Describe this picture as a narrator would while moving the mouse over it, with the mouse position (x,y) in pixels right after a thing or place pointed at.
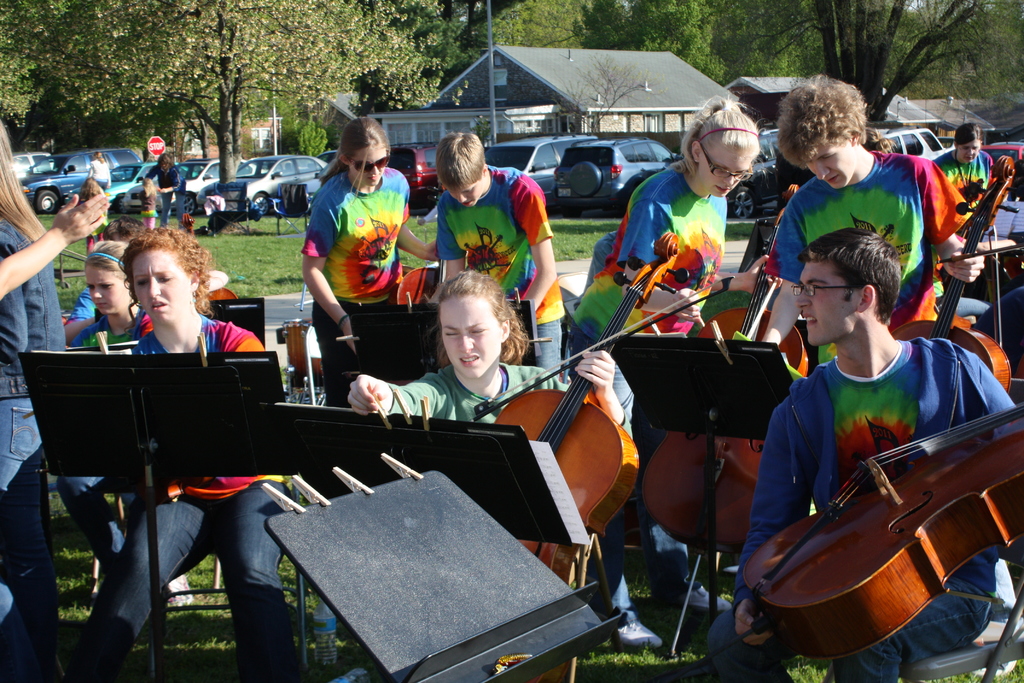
Bottom of the image (250,682) few people (711,164) are sitting and standing and holding some musical instruments (1006,483). Behind them there is a grass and there are some vehicles (37,206). Top of the image (723,76) there are few buildings (663,58) and trees (703,28).
